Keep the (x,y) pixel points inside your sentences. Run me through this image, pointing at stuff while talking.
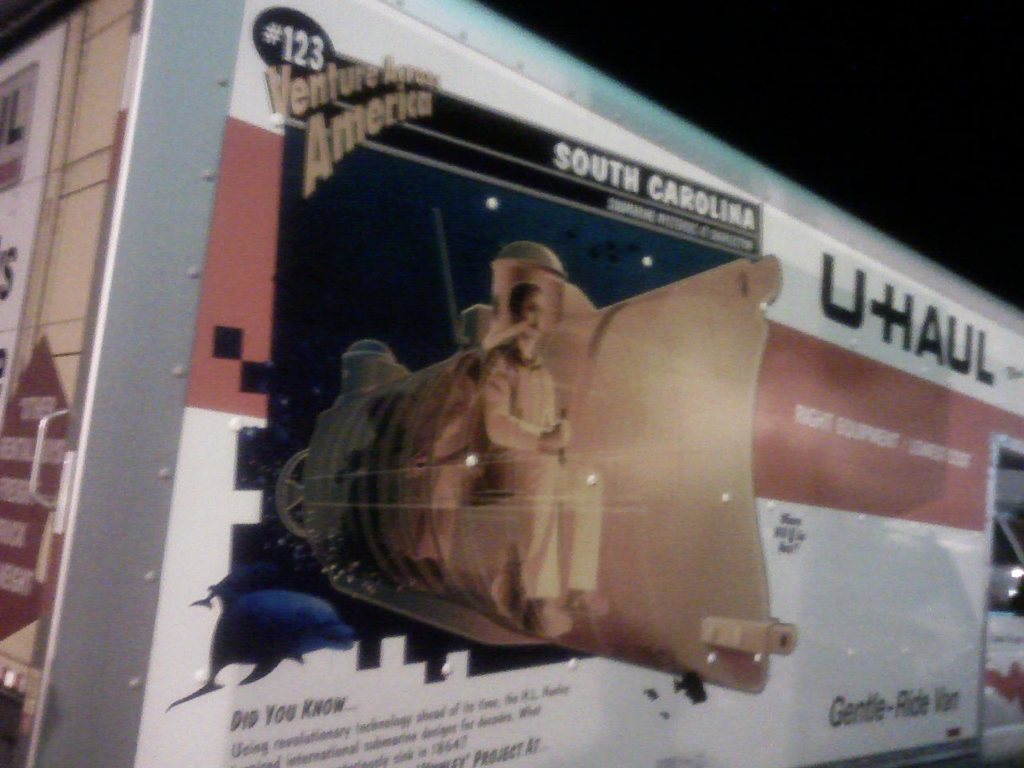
In the image we can see there is a vehicle (413,522) on which there is a banner (618,188). On the banner (454,627) there is a man (545,522) sitting on the iron equipment (452,427) and its written ¨U HAUL¨.
